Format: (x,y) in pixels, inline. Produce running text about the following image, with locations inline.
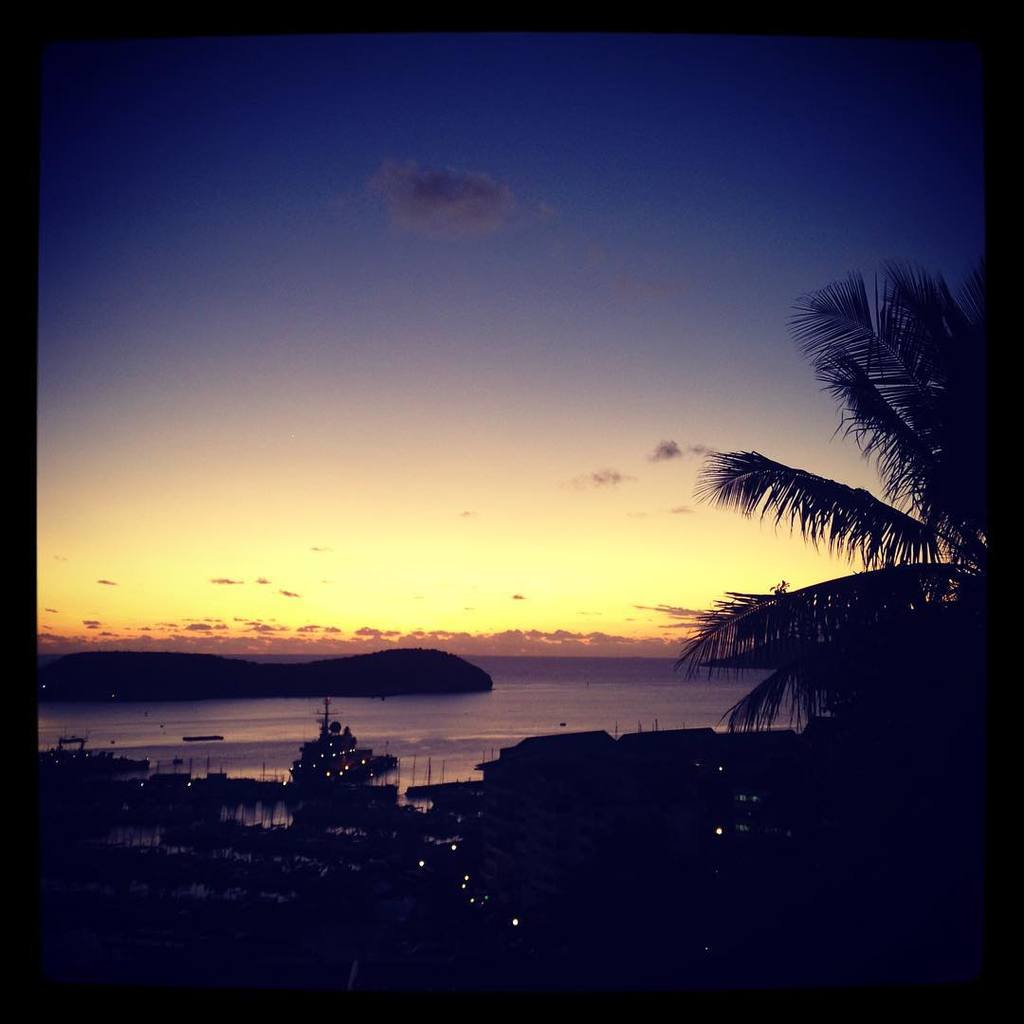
In the image we can see there are trees (910,682) and buildings (555,854). Behind there is a hill (430,651) and there is a clear sky (577,423).
